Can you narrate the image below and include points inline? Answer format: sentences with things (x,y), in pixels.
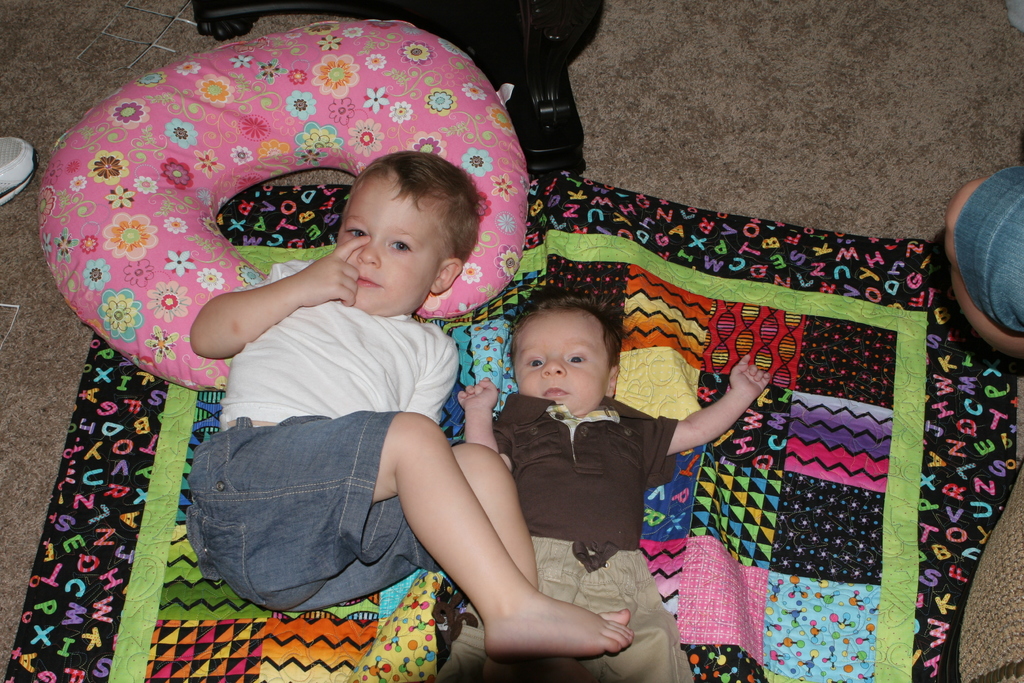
In this image we can see two children (532,560) lying on the cloth (156,670) and there is an object (468,278) which looks like a pillow (295,155) and we can see an object (371,3) on the floor (41,64) and there is a person's leg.
